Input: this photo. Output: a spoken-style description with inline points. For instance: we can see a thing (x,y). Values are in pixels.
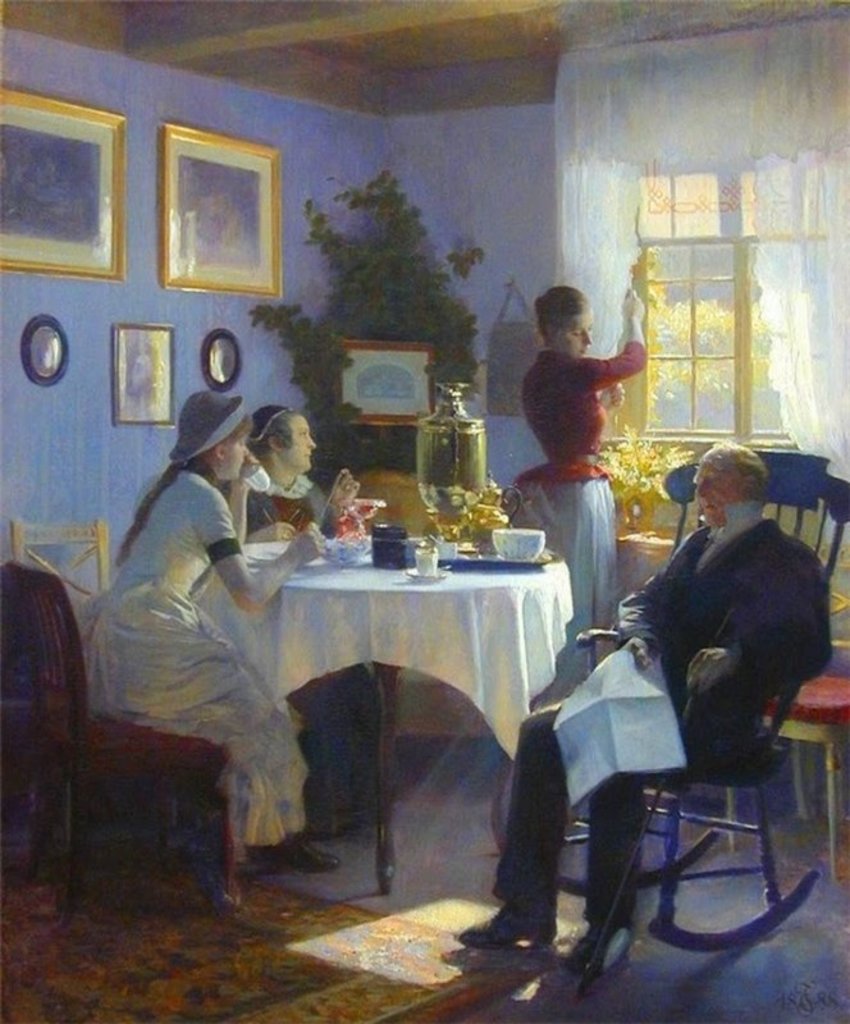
I see this is a painting in which this man (523,806) is sitting over here and I see 3 women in which 2 of them are sitting and one of them is standing and I can also a table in front of them on which there are few things (462,462). In the background (438,394) I see a plant (447,329) and few frames (6,107) on the wall (30,487), I can also see a window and the curtain (582,252).
